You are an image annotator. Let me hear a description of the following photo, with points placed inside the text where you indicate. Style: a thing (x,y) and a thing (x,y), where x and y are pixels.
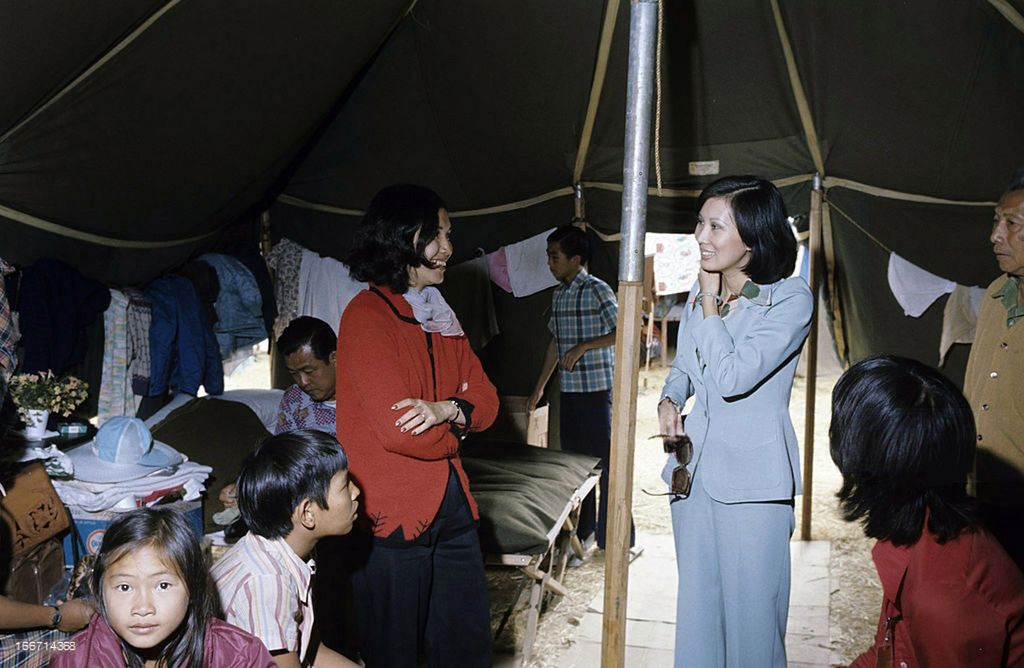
In this image there are two women (450,380) standing and talking with each other under a tent (526,377) around them there are a few kids (301,450) and other people (590,422) with their clothes (332,307) under the tent (524,301), behind the woman (710,473) there is another tent (676,300).
